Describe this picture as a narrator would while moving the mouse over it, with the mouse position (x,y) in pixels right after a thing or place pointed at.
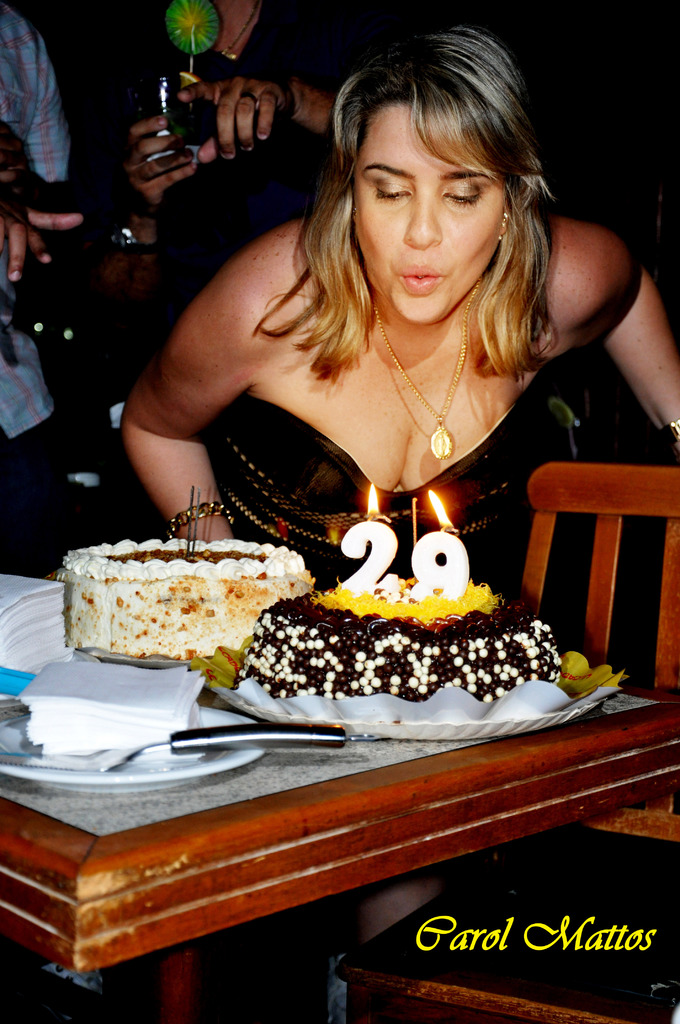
Here we can see a woman (333,298). This is table (271,827). On the table (251,815) there are cakes (322,688), plate (2,740), tissue papers (98,714), and a knife (258,739). This is chair (516,1010). In the background (227,122) there are two persons (235,149).
